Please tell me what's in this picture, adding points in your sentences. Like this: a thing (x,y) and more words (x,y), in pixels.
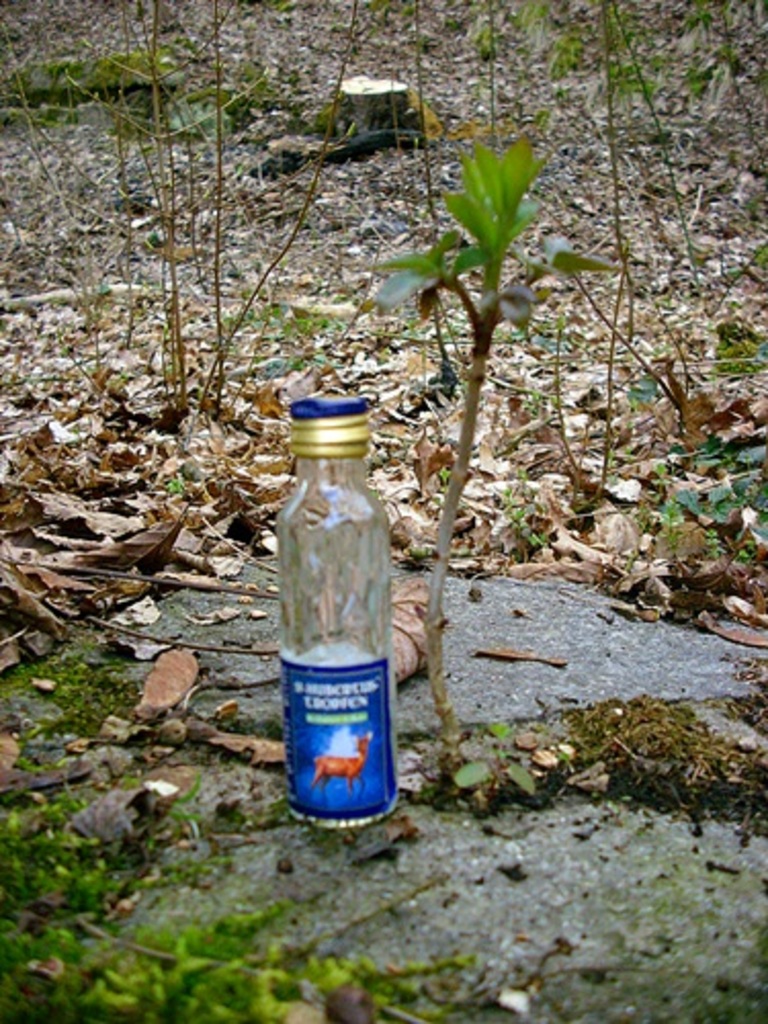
In this picture we can see bottle (314,517) on rock (225,750) in the background (151,296) we can see trees (172,285), leaves (377,345).
